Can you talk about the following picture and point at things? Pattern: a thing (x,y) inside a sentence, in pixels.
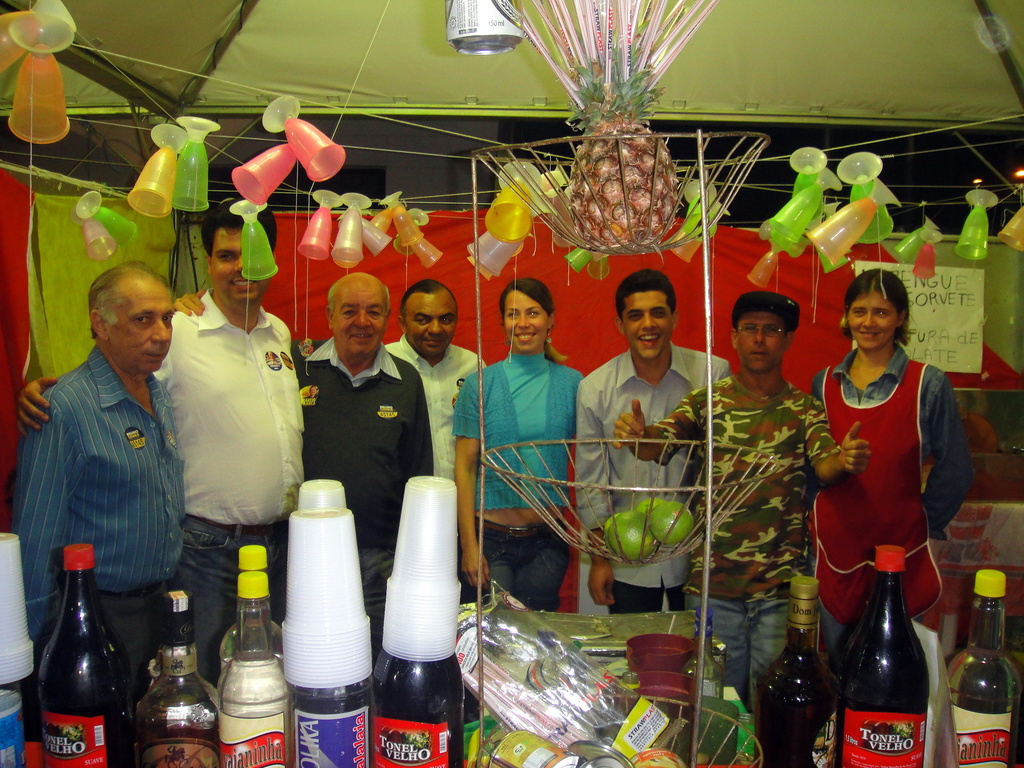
In this picture we can see few persons (487,425) standing and they all are giving pose to the camera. Here we can see bottles (93,690) and glasses (346,615) and fruits (614,527). This is a pineapple (581,194). Here we can see it is decorated with plastic glasses (249,192), tin (479,45) and it's a tent (399,52).
